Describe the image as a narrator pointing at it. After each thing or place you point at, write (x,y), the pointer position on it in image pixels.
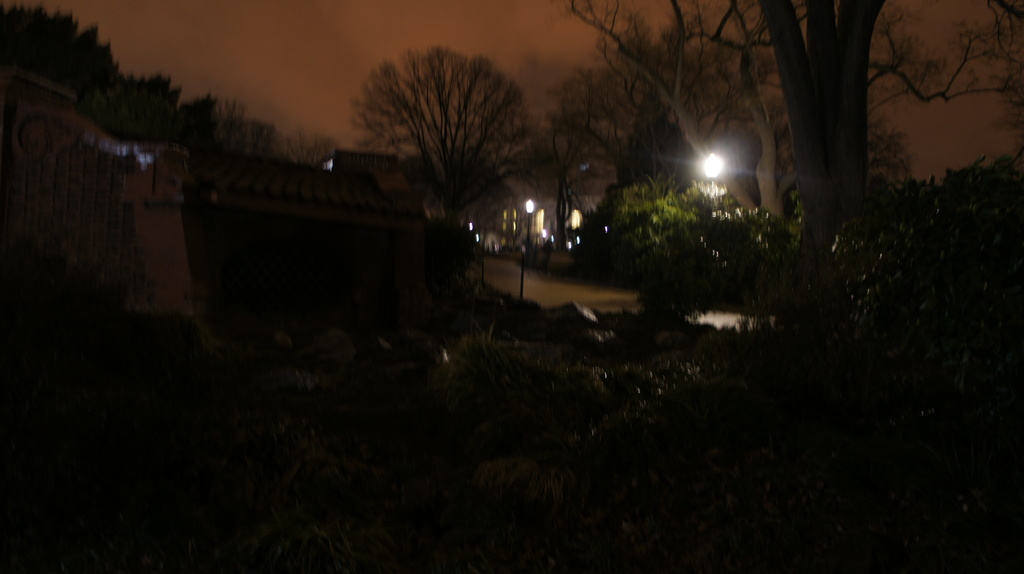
As we can see in the image there are trees (92,73), plants (733,356), street lamps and houses (352,222). The image is little dark.
